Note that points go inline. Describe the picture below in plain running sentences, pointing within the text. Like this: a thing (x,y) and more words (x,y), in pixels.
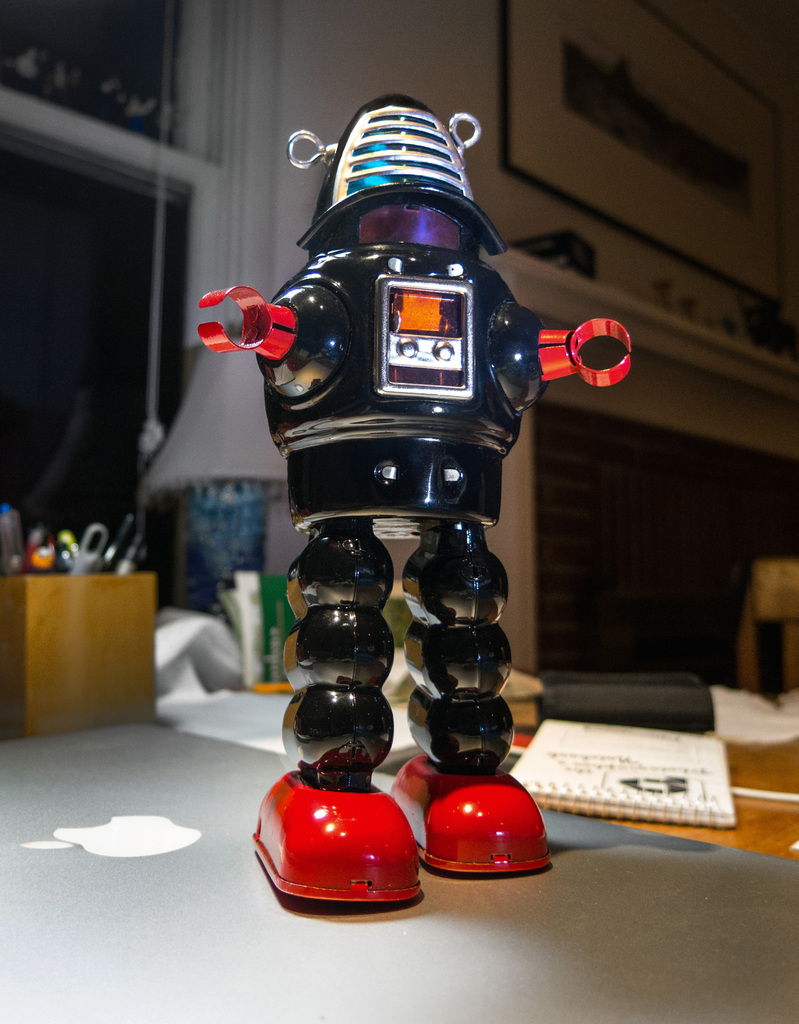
In the image there is a robot (392,417) standing on laptop (207,957) and behind there is a pen stand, books (645,774), lamp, papers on a table (742,825) and behind it there is a window (187,216) on the wall (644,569).
